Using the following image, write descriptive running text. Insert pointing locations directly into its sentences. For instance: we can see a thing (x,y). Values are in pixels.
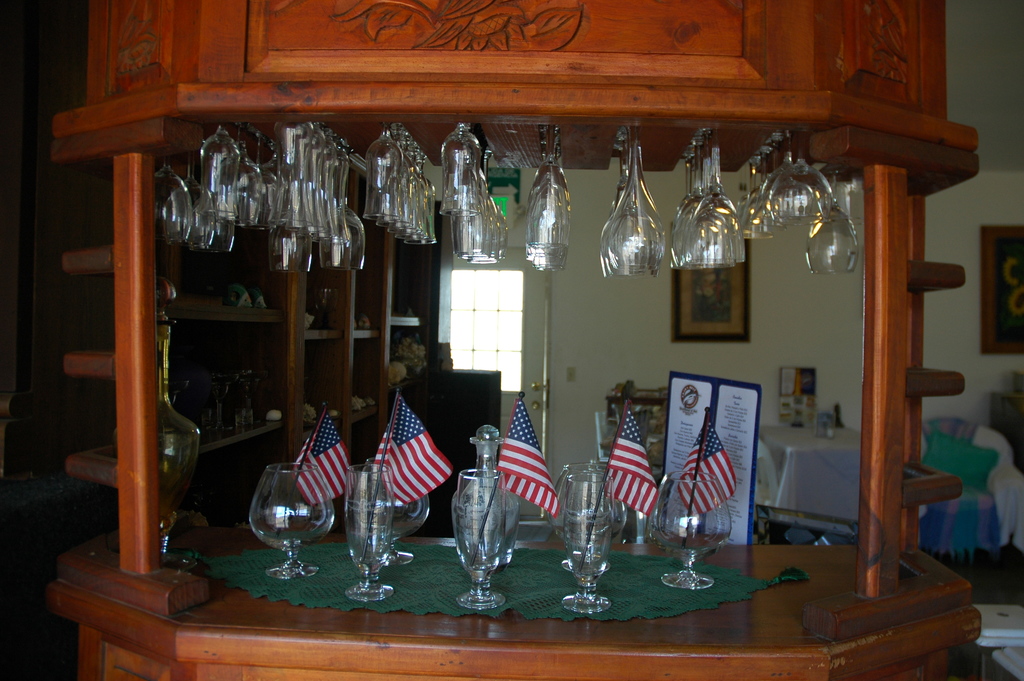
In this image we can see many glasses (490,243). There are many glasses (221,400) placed on the tables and racks (283,348). There are few photos (734,299) on the wall (583,461) in the image. There are few tables (776,453) and chairs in the image.
